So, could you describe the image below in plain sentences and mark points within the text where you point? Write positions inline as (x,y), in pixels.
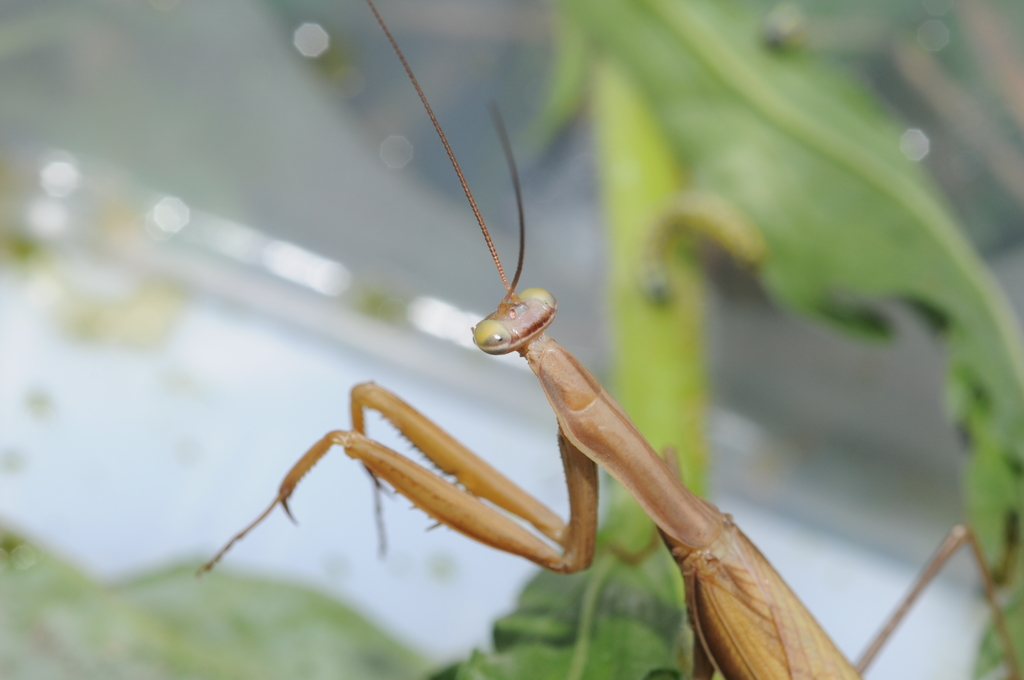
In the center of the image (615,446) a praying mantis (576,493) is there. In the background (703,216) leaf (567,643) is present.
